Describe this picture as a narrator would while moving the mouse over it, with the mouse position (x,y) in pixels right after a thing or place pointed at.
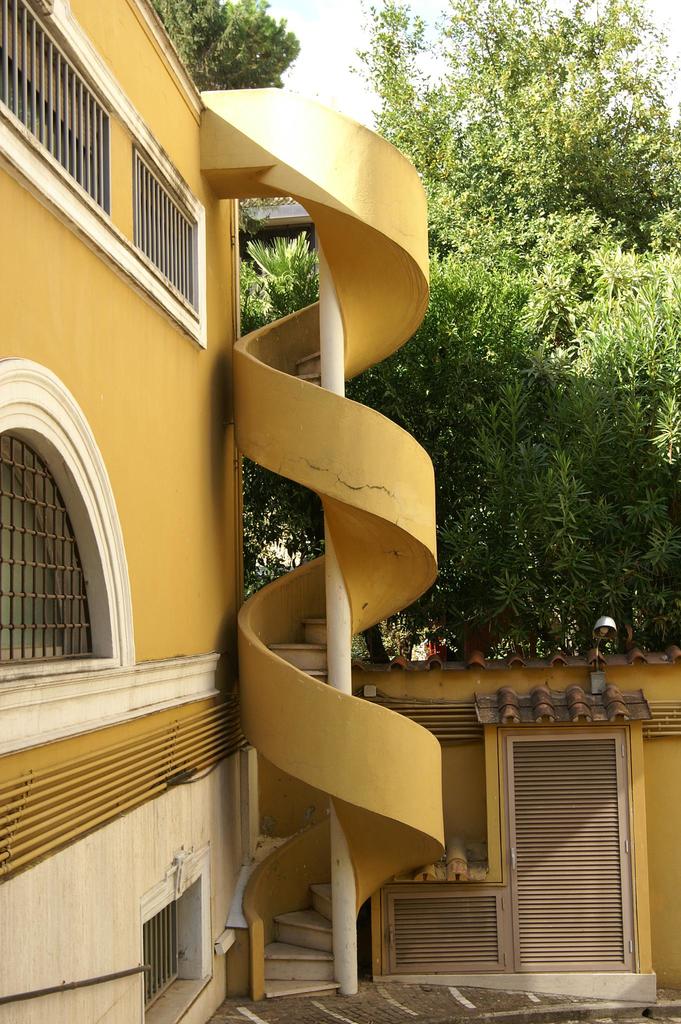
In this image I can see the building (156,594) which is in white and yellow color. In the background (477,263) I can see the trees (460,125) and the white sky (319,49).
